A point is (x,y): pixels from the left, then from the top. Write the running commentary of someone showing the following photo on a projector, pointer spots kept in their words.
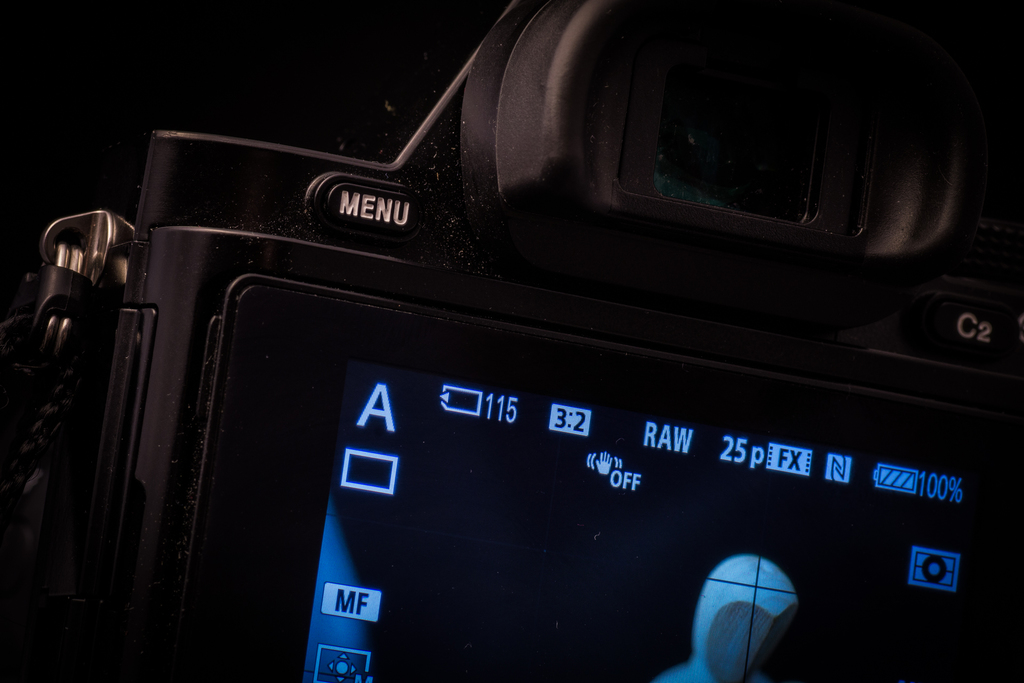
This image consists of camera (474,335) which is the center with some text (349,198) written on it and there is a screen (587,544) displaying in the camera (599,526).
